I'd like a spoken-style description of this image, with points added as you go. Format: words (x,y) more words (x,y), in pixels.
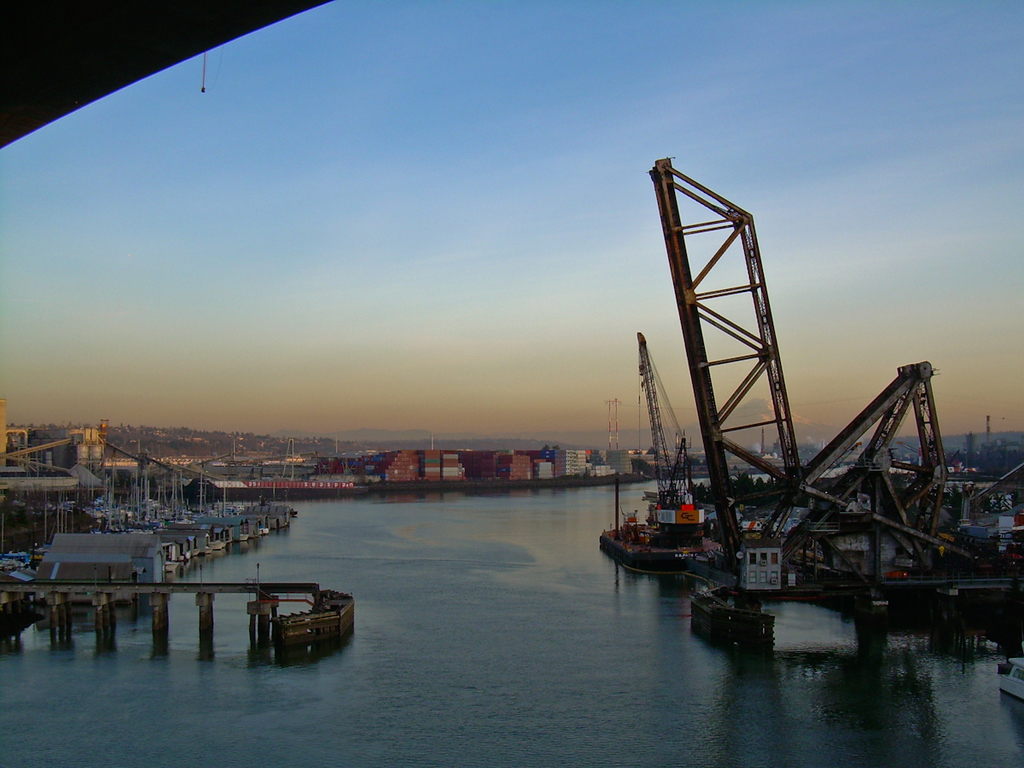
In this image we can see the shipyards (264,528) on the water (319,550) and we can see the bridge (207,605), rods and tower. In the background (633,416), we can see the sky (614,417).
